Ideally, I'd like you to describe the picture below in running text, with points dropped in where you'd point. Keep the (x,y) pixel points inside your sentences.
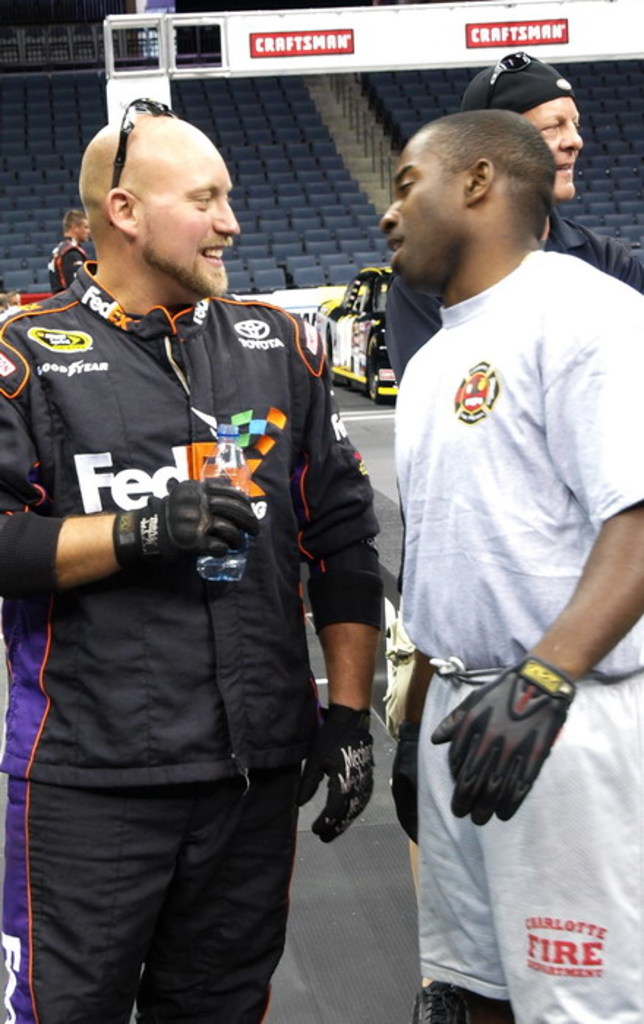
In the picture we can see two men (556,393) are standing on the floor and they are in sports wearing (184,926) and looking at each other and smiling and in the background (307,138) we can see full of chairs (45,170) which are blue in color.
